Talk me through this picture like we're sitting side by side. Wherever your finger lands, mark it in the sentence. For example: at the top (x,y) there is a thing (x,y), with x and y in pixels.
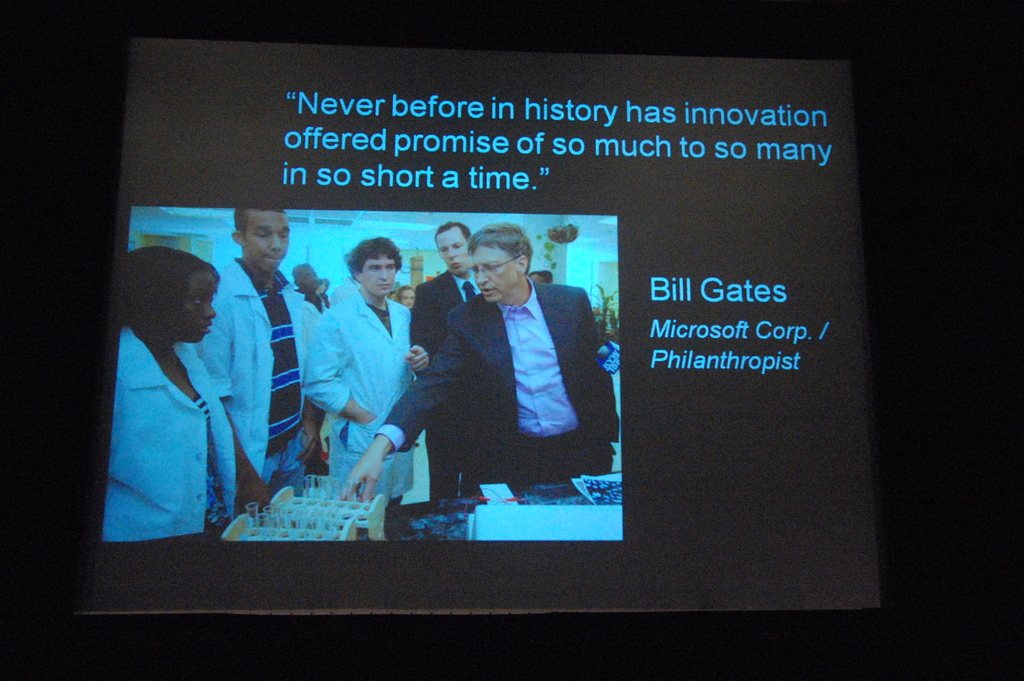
In this image we can see one picture. In that picture on projector screen (235,342) is there, in that screen (429,509) some text (726,364), some plants (605,310), one window (592,299), some objects (555,234) on the wall (543,230), some people (383,242) are standing and some objects (521,514) are on the table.
